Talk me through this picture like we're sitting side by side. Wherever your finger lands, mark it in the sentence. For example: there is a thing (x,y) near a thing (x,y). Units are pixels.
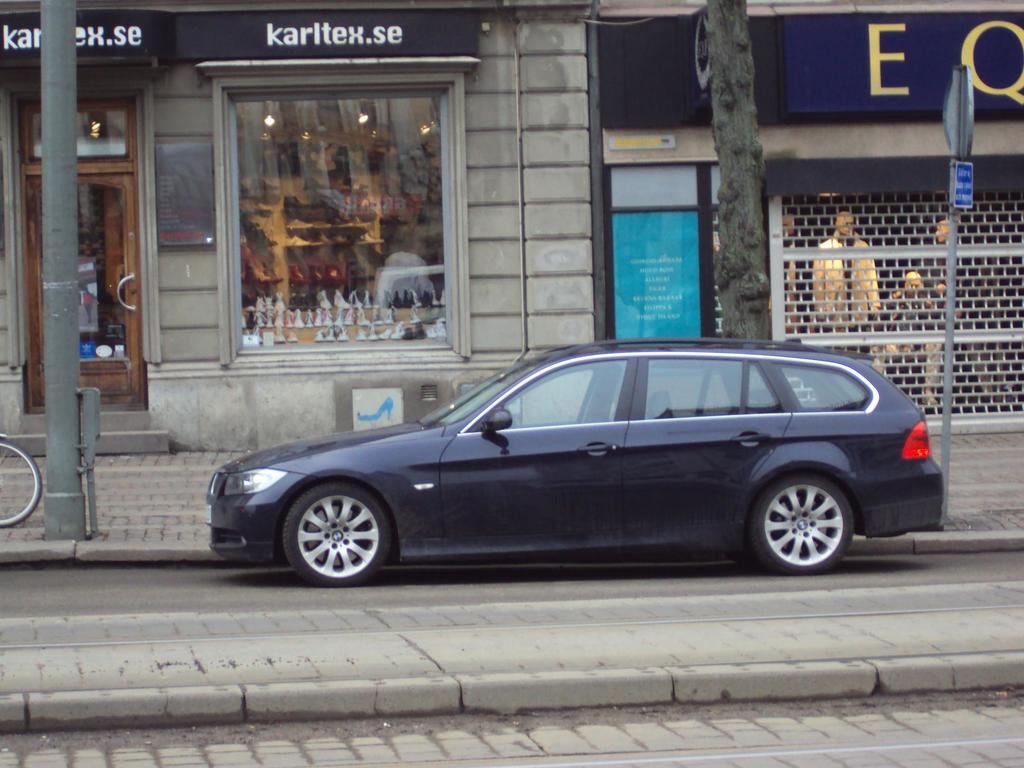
In the picture I can see a black color car (529,461) and a bicycle (27,486) on the ground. In the background (358,251) I can see a building (539,242), a glass wall (429,251), mannequins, a board (924,118) and some other objects (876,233) on the ground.
